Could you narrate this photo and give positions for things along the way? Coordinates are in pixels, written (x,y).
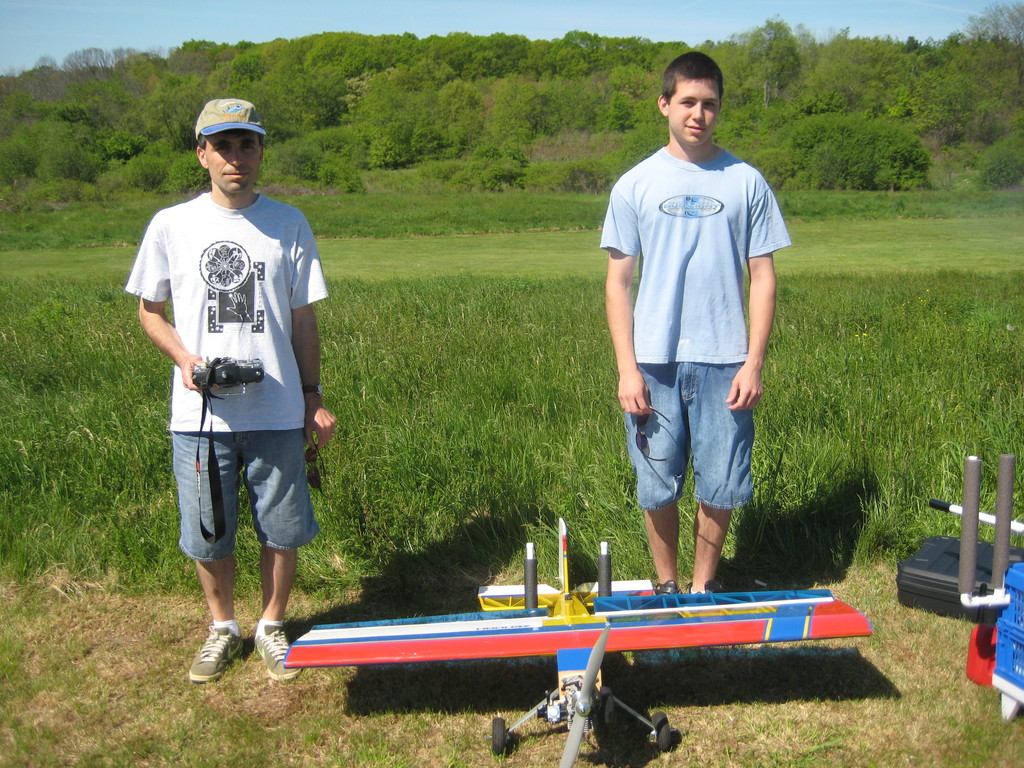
In this picture I can see couple of men (629,224) standing and a man (255,387) holding a camera (255,367) in his hand (189,382) and sunglasses (312,463) in another hand (326,433) and I can see a toy aircraft (587,674) on the ground (443,670) and I can see grass (577,315) and trees (498,180) and a blue sky (907,7) and I can see a box (950,594) and few items (969,673) on the right side of the picture (901,579) and a man (192,409) wore a cap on his head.
